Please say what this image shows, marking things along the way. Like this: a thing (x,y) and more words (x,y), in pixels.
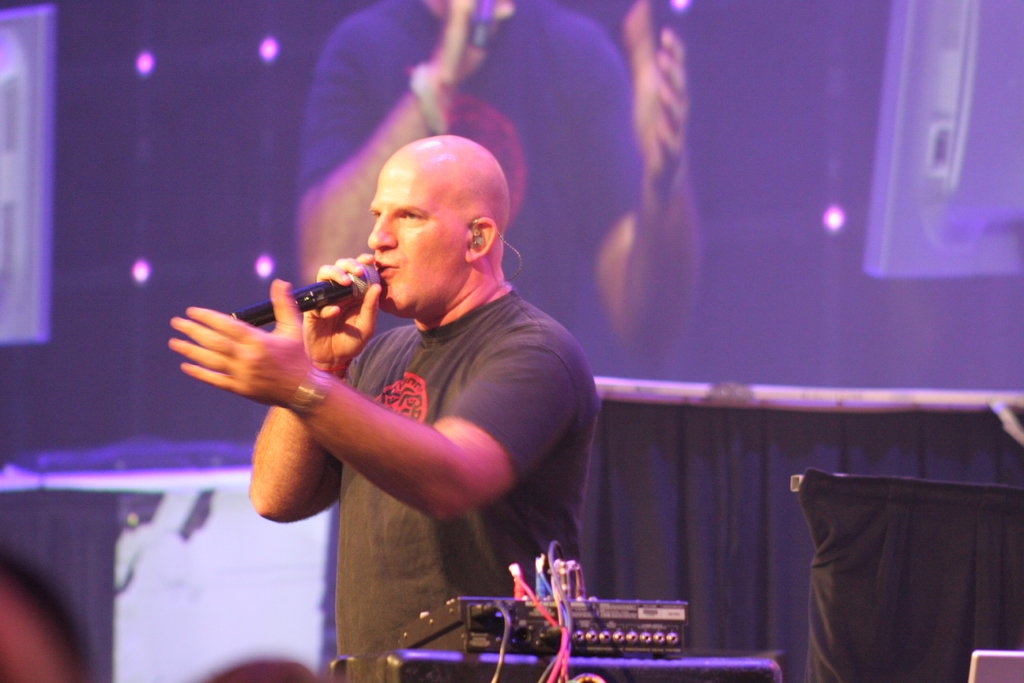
There is a man (490,202) standing and holding a microphone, beside this man (455,594) we can see electrical device (620,638) on the surface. In the background (570,97) we can see screen (737,95), in this screen (400,70) we can see a person (464,38).
